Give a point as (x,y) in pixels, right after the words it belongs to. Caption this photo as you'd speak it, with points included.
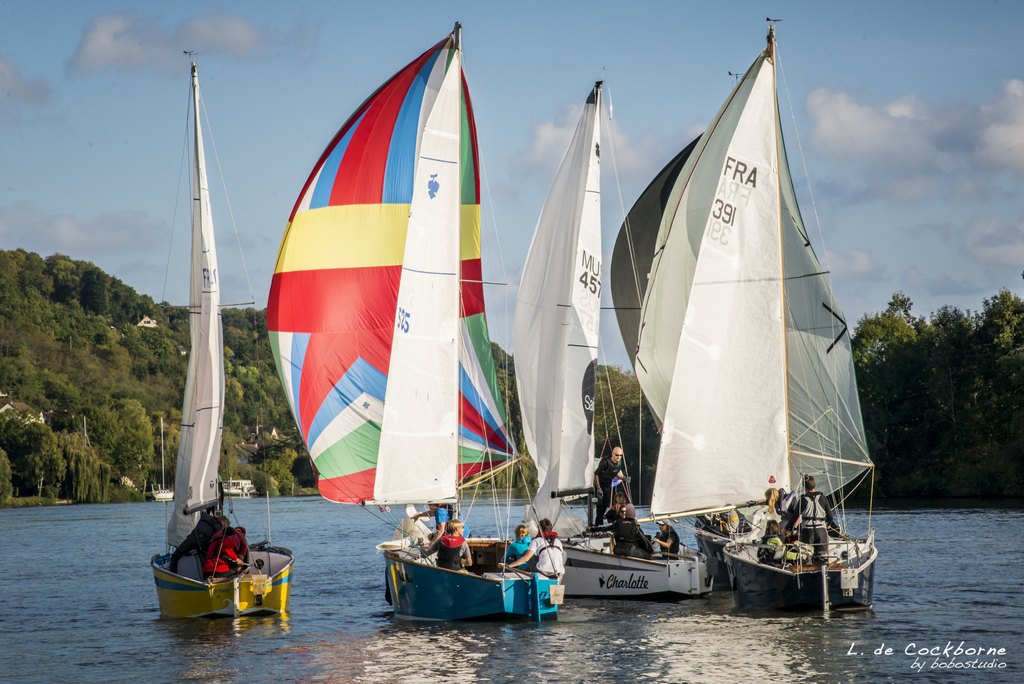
This picture consist of the lake (295,553), on the lake (69,590) I can see boats (579,529), on boats (694,507) I can see persons (798,505) and masts (221,490) visible, in the middle (513,381) I can see the sky (902,136) and tree (76,361), at the bottom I can see text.
